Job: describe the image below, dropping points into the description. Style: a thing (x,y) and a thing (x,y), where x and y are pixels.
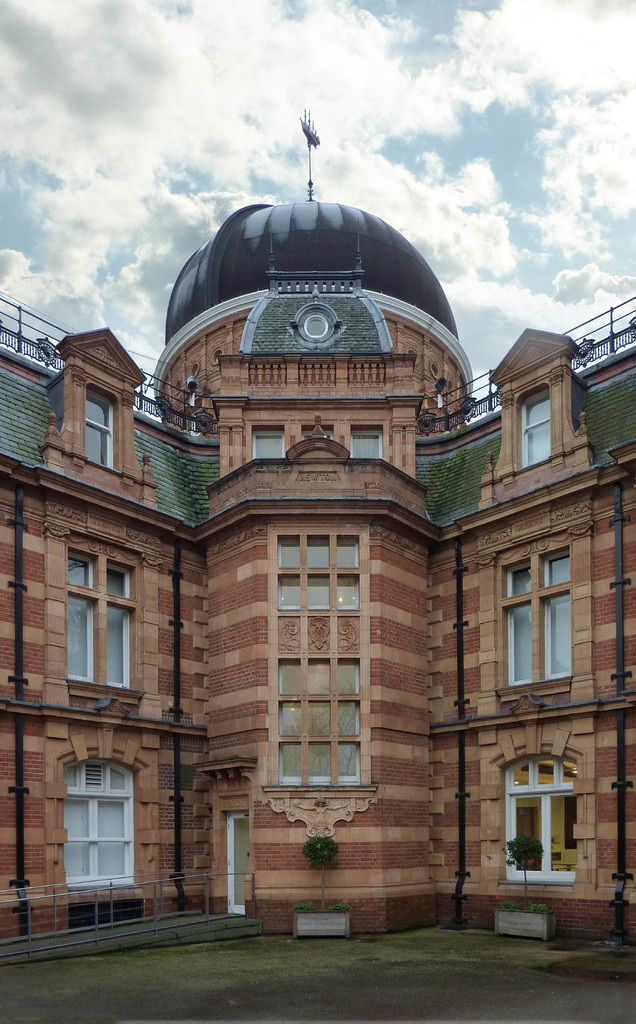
Sky (322,80) is cloudy. We can see a building (512,479) with windows (314,559). In-front of this building (350,753) there are plants (315,860).
